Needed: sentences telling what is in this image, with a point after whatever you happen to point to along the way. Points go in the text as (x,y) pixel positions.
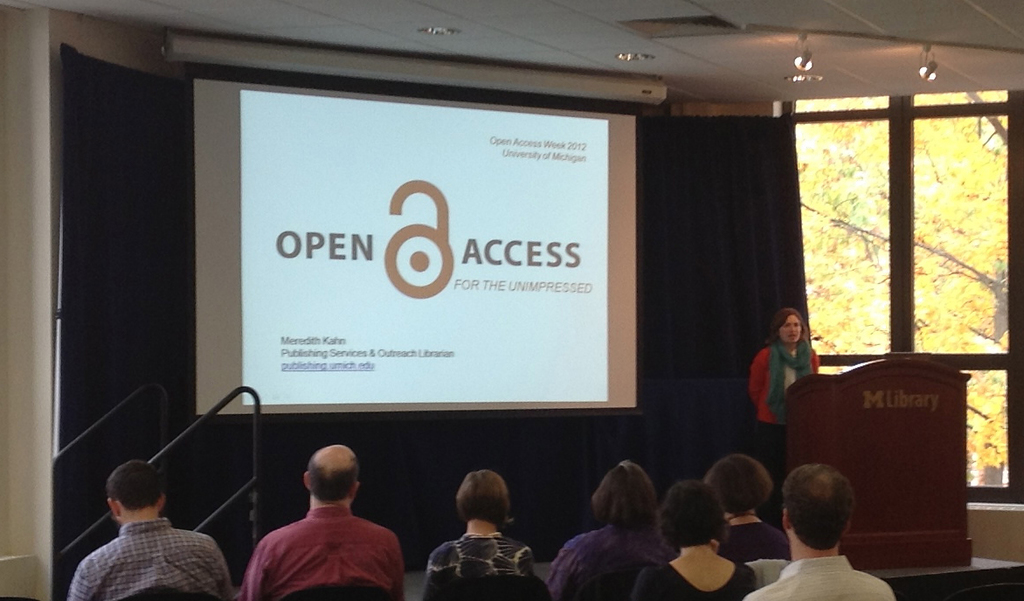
Here in this picture, in the front (622,519) we can see a group of people (671,526) sitting on chairs (164,599) and in front of them we can see a woman (768,387) standing with a speech desk (793,391) in front of her and speaking something in the microphone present on it and behind her we can see a projector screen (360,405) with something projected on it and behind that we can see curtains (694,216) present and on the right side (941,225) we can see trees (963,203) and plants (849,225) present outside the building (1020,134).
